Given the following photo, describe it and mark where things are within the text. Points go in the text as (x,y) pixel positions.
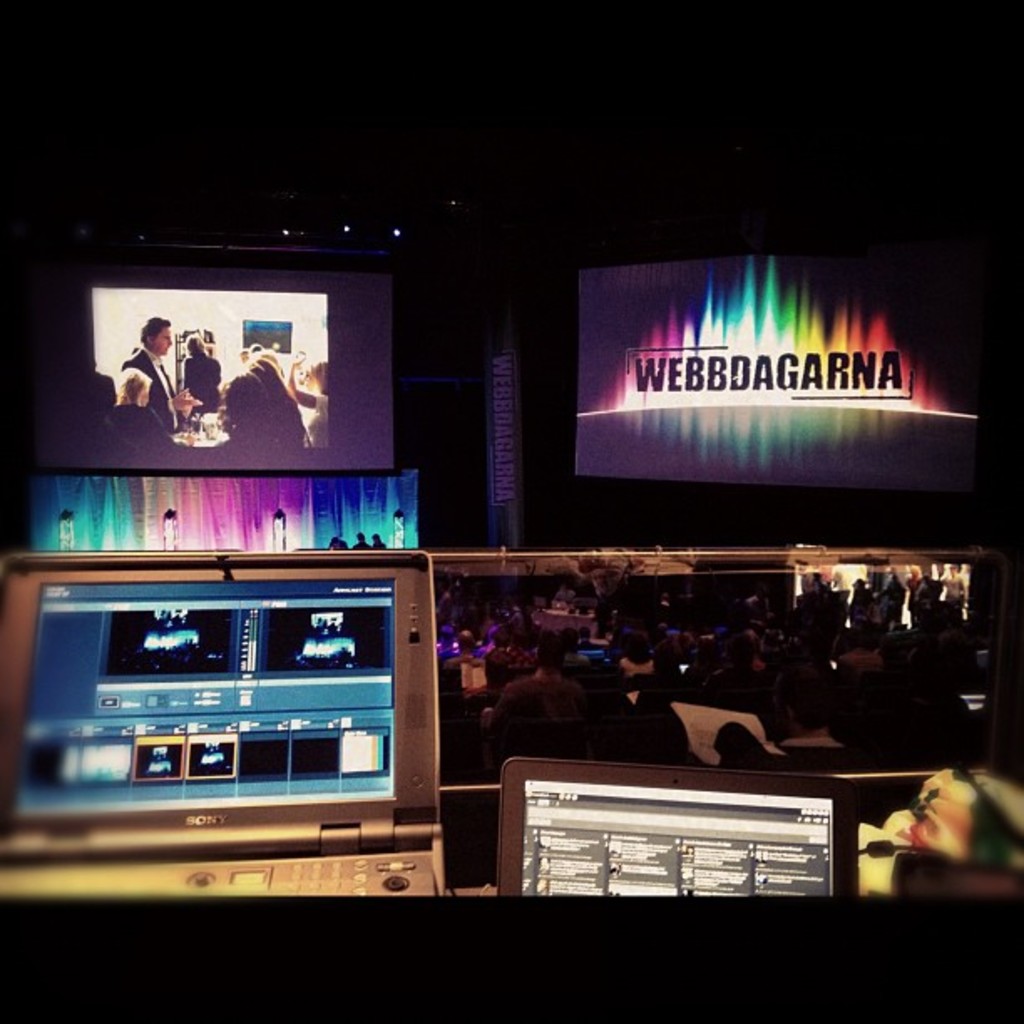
In this picture we can see laptops (741,825), screens (928,365), lights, banner (502,448), some objects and a group of people (880,610) and in the background (563,500) it is dark.
